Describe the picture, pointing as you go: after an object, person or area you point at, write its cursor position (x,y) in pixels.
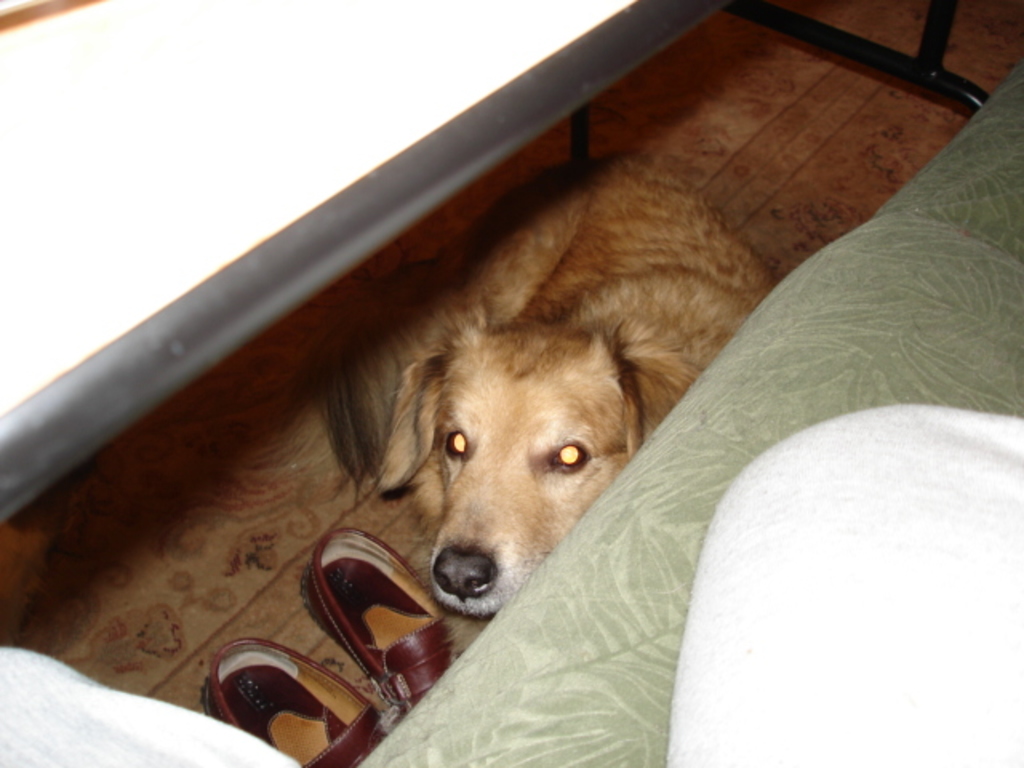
On the right side (925,297) there is a sofa (906,299) on which I can see a knee (821,642) in white pants (802,651). Beside the sofa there is a dog (505,343) lying on the floor (756,199), in front of it I can see the footwear (340,636). On the top of the image (250,114) I can see a white color table (248,173).
